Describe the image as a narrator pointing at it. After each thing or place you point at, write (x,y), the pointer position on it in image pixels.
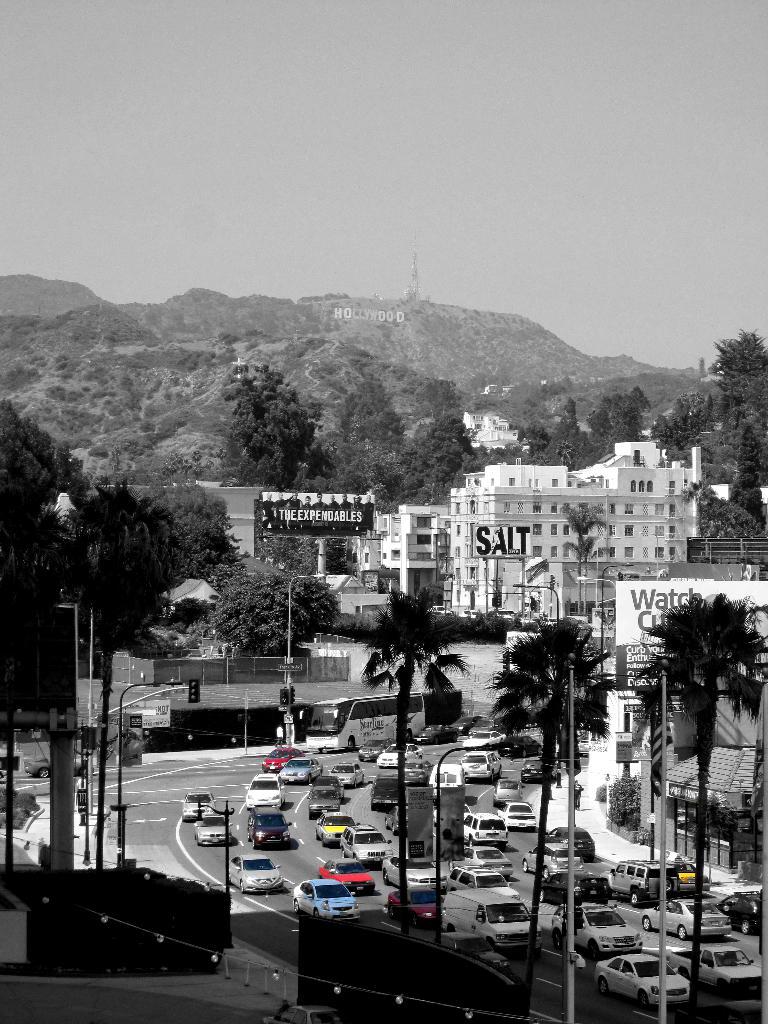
In the picture we can see a city (599,976) with a road (128,782) on it, we can see vehicles (283,1023) and beside it, we can see a path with some poles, trees (24,499) and on the other side, we can see some buildings (572,591), trees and in the background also we can see buildings (589,596) and windows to it and behind it we can see a hill (228,317) with a board hollywood (345,319) on it and behind it we can see a sky (628,136).
